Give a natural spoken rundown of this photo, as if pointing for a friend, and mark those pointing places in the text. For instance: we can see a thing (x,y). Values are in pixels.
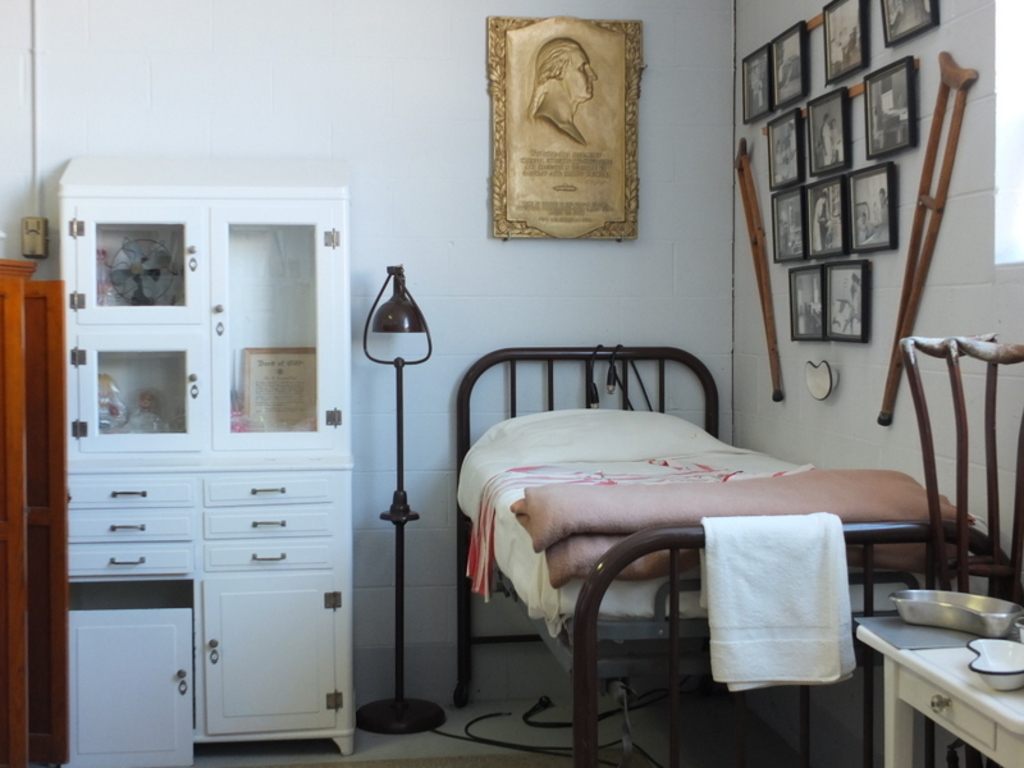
This is the picture inside the room (366,252). There is a bed (472,523) at the left (285,289) there is a cupboard (260,683). On the wall (69,118) there are photo frames (811,147) and there is a desk (989,695), there are bowls (944,611) on the desk (958,671). At the bottom (533,714) there are wires (550,706) and there is a light (404,699) between the bed (458,449) and the cupboard (191,516).
